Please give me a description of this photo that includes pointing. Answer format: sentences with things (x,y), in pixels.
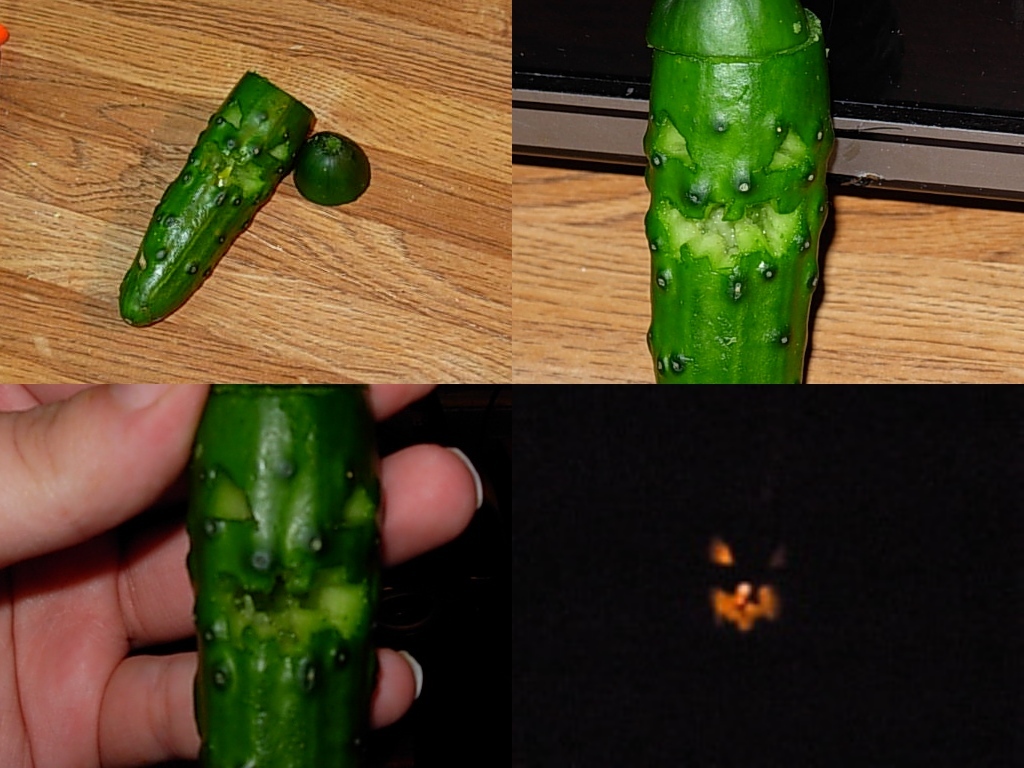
The picture is collage of images. In this picture we can see cucumber (794,191). At the top (110,110) two images we can see a wooden object (395,260). At the bottom (58,626) towards left (121,583) there is a person's hand (135,553). At the bottom (735,599) towards right (823,572) we can see light (740,587), mostly it is dark.
